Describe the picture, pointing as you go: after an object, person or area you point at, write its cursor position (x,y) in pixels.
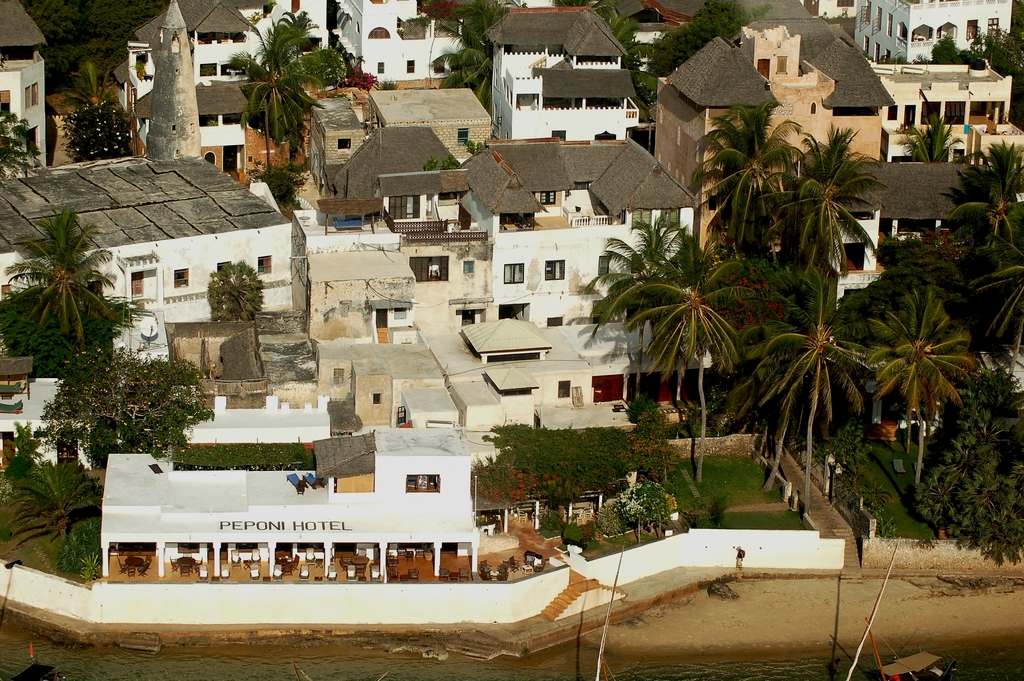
In this image I can see a hotel (345,492). I can see many trees (802,316) and green grass (733,471). In the background (395,327) I can see many houses (454,247).
